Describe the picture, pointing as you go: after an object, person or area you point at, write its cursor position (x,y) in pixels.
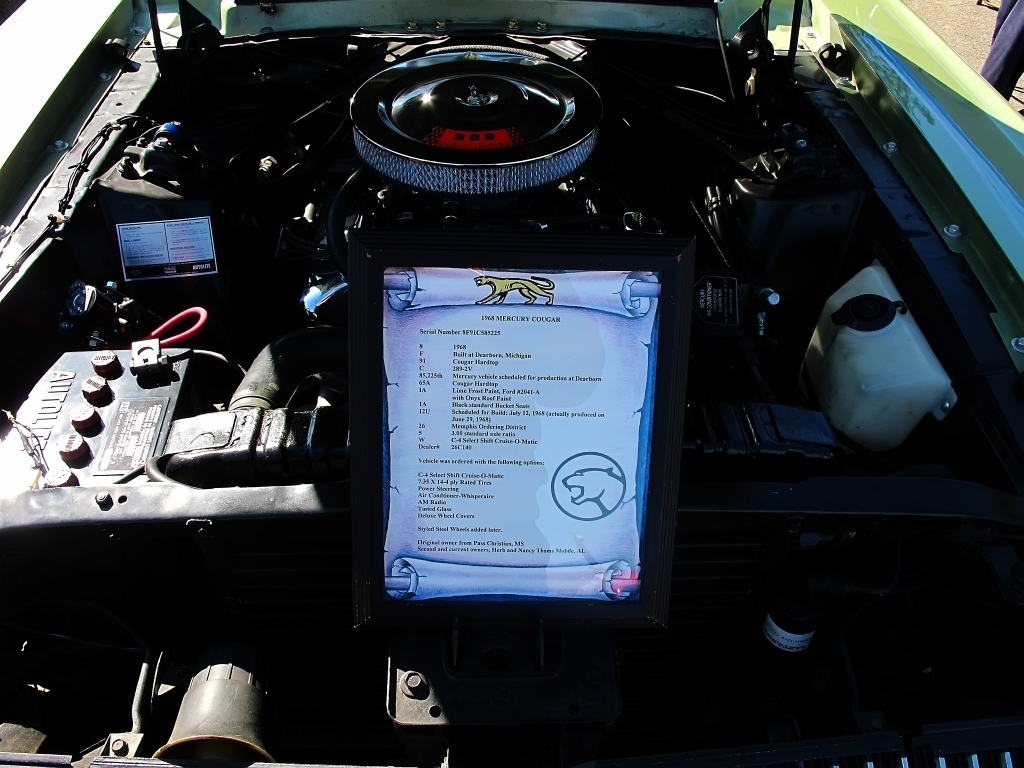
There is a engine (696,500) of a car (696,500). On that there is a notice (500,372) with something written on it. On the left side (141,475) there is a battery (156,388). On the right side (876,348) there is a tank (885,358). In the back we can see car bonnet (336,15). Also the sides (57,72) of the car (972,134) is visible.
